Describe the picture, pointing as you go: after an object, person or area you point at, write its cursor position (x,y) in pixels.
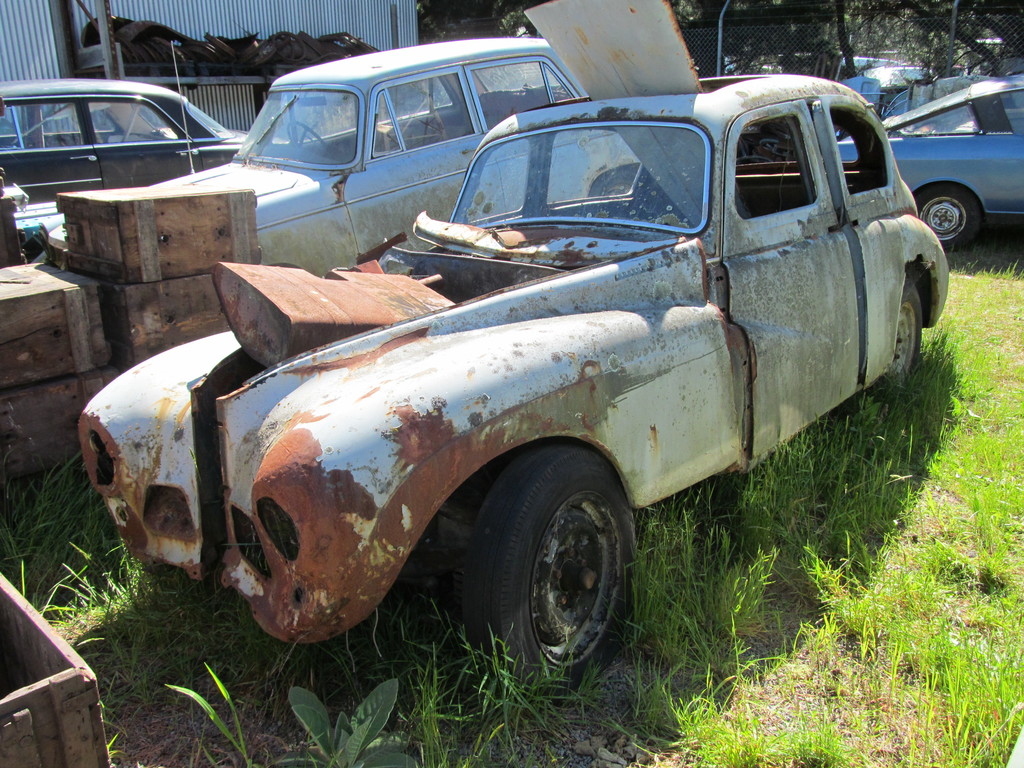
There are few old cars (363,249) and some other objects (171,329) on a greenery ground (791,594) and there are trees (836,12) in the background (826,26).
